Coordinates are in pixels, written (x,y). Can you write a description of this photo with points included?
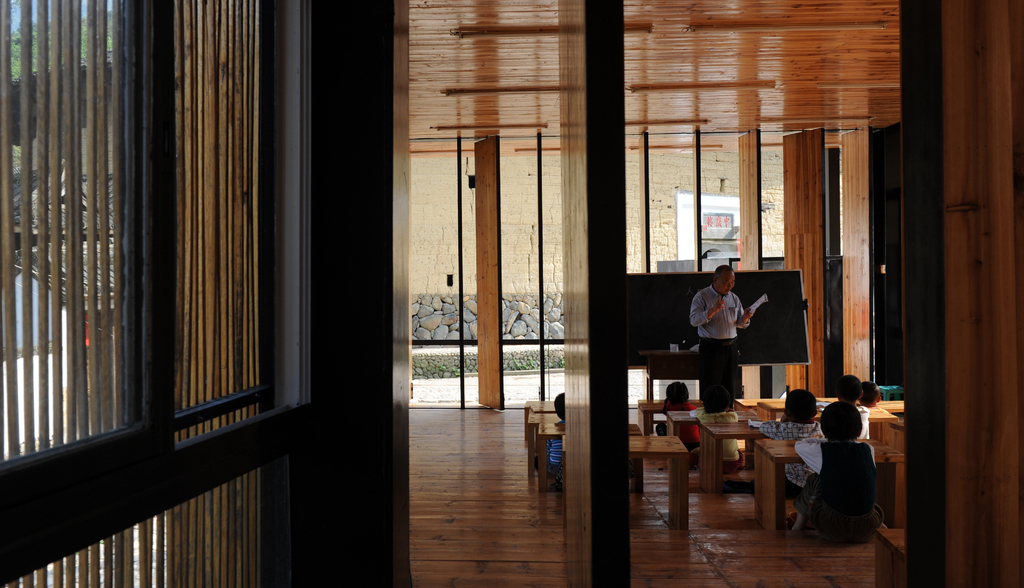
In this image there are few students (728,420) sitting in front of wooden benches (708,429) in the class (745,507), a teacher (735,315) holding a book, there are some objects (675,343) on the table (680,355), a blackboard (672,329), few buildings (694,261) and windows (633,225).
